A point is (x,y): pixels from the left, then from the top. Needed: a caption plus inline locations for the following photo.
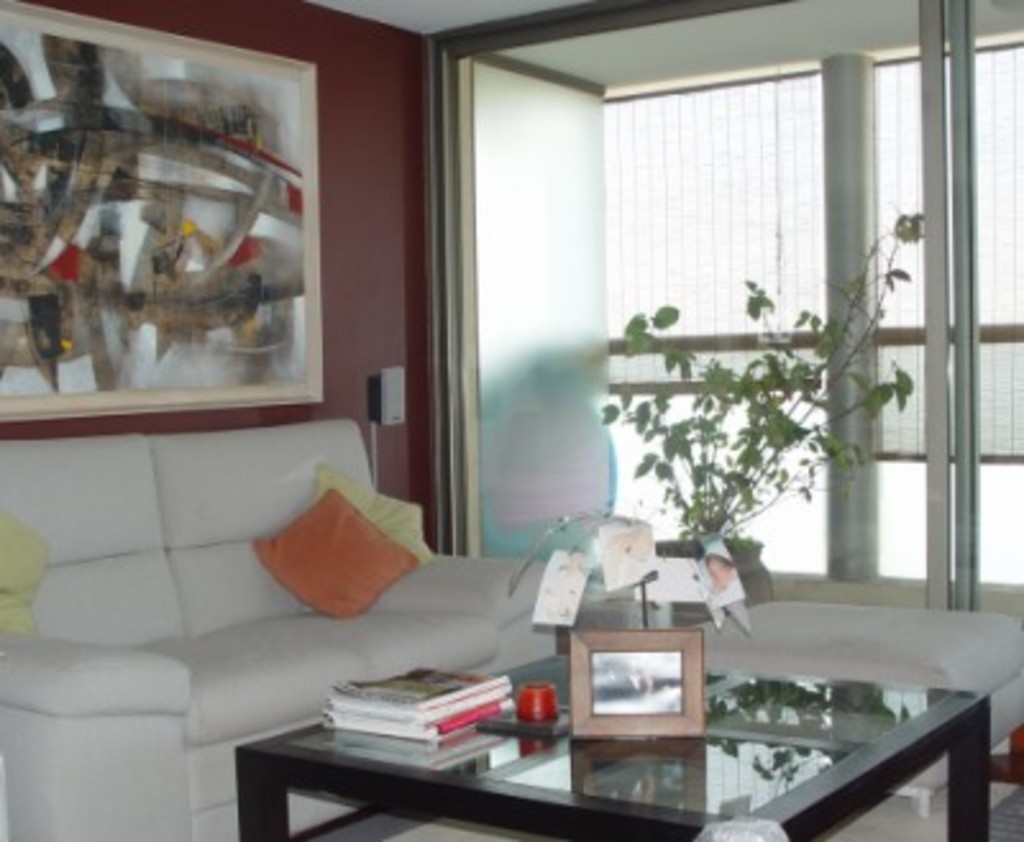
In this picture I can see a couch (245,592), table (650,752) on which some objects (549,698) are placed, frame (262,233) to the wall (334,235) and also potted plant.
